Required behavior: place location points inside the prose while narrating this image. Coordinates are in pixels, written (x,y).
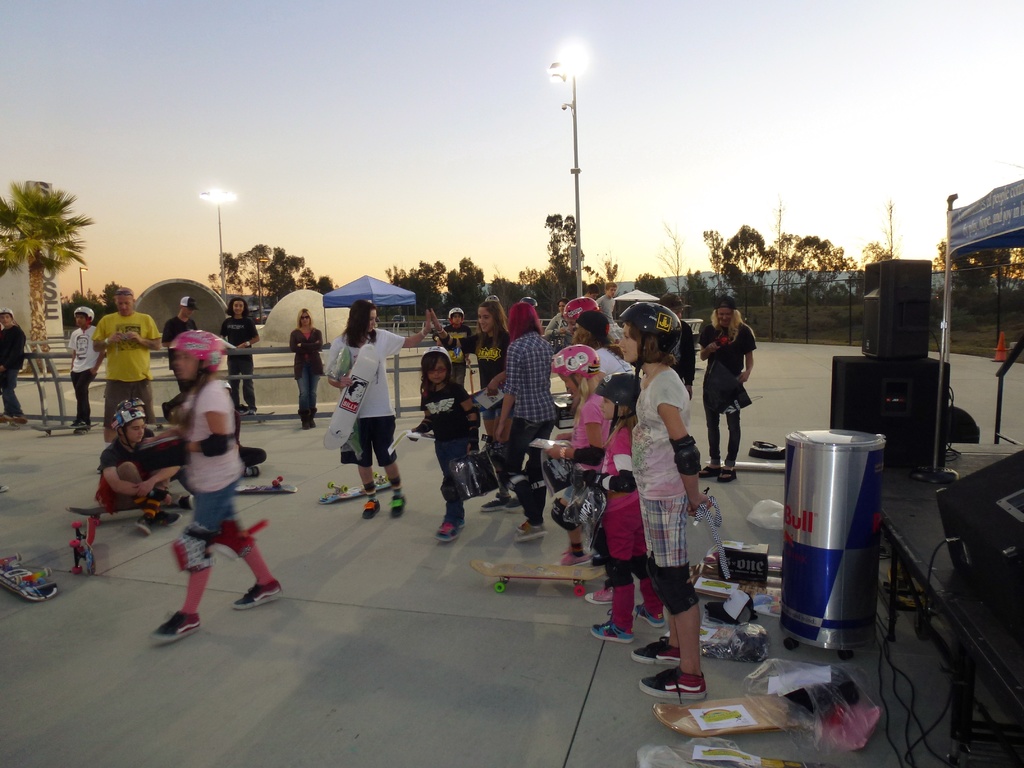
In this image we can see many people (506,396). Some are wearing helmets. And there are skateboards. On the right side (858,634) there is a bin (854,562). Also there are speakers (884,380). And there is a tent (949,297). And there is a table (901,525). On the table (938,532) there is electronic equipment (973,532) with wires (934,553). In the background (42,386) there are railings (278,375). Also there are trees (716,266). And there are light poles (219,207). In the background (599,120) there is sky (532,114).
